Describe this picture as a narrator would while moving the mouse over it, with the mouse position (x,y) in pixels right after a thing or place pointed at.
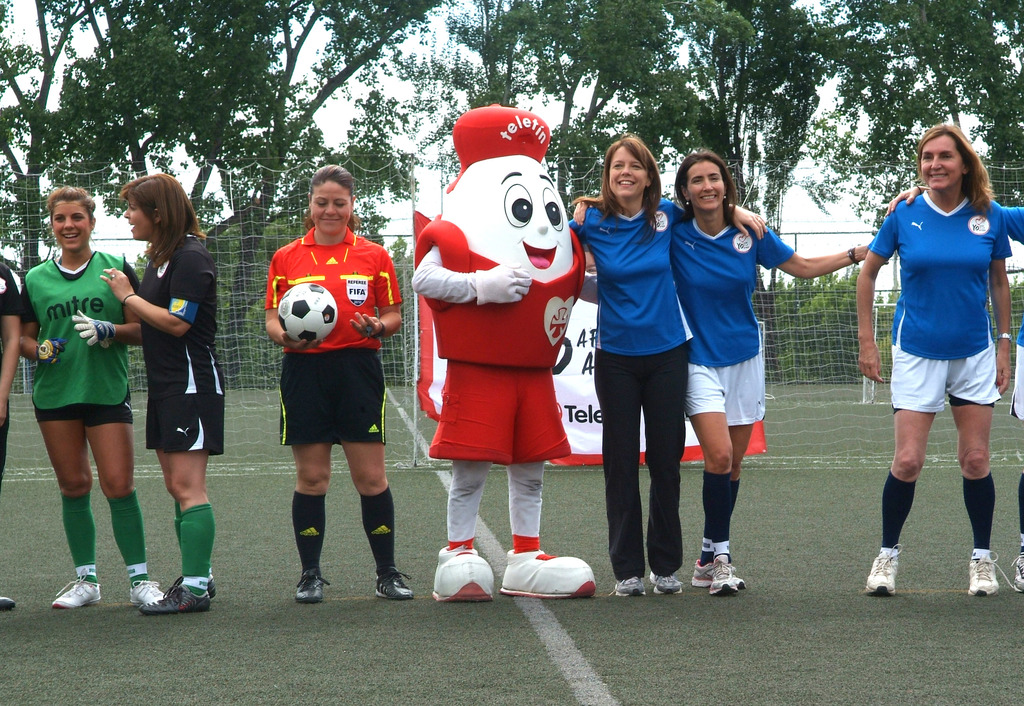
As we can see in the image there are trees (279,64), fence (277,218), few people (154,310) standing over here.
